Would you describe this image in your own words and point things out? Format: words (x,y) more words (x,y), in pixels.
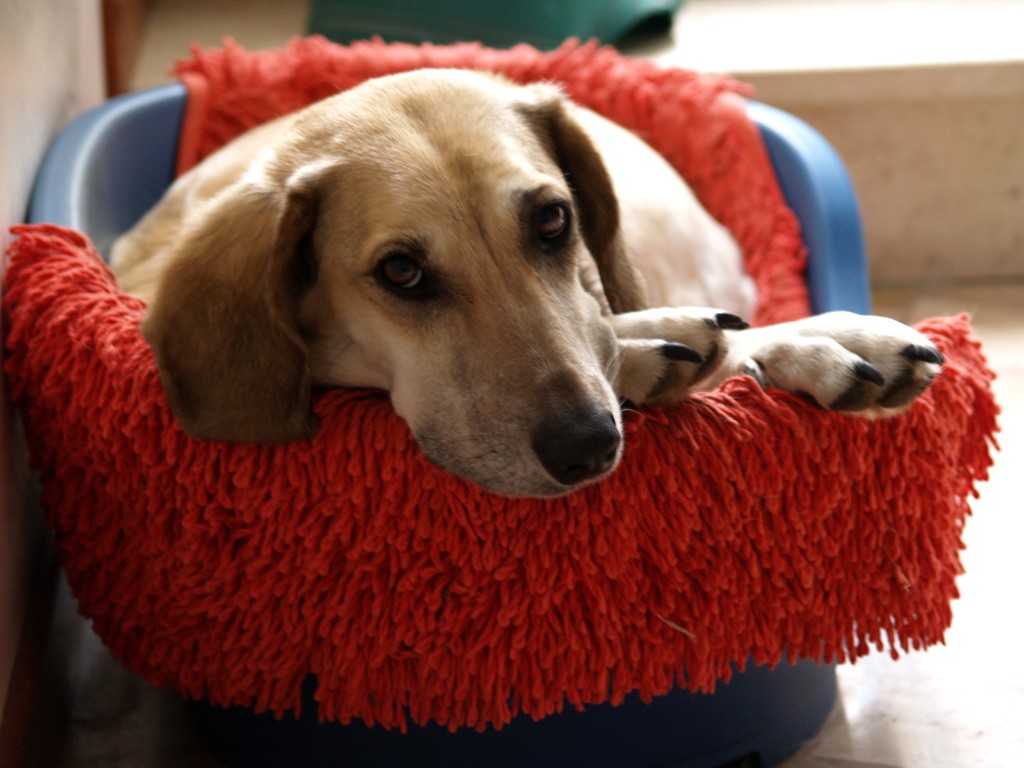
In this image there is a dog (506,342) lying on the mat (588,546) in the tub (68,181). Behind the tub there is some object (597,35). At the bottom of the image (912,707) there is a floor (947,702).
